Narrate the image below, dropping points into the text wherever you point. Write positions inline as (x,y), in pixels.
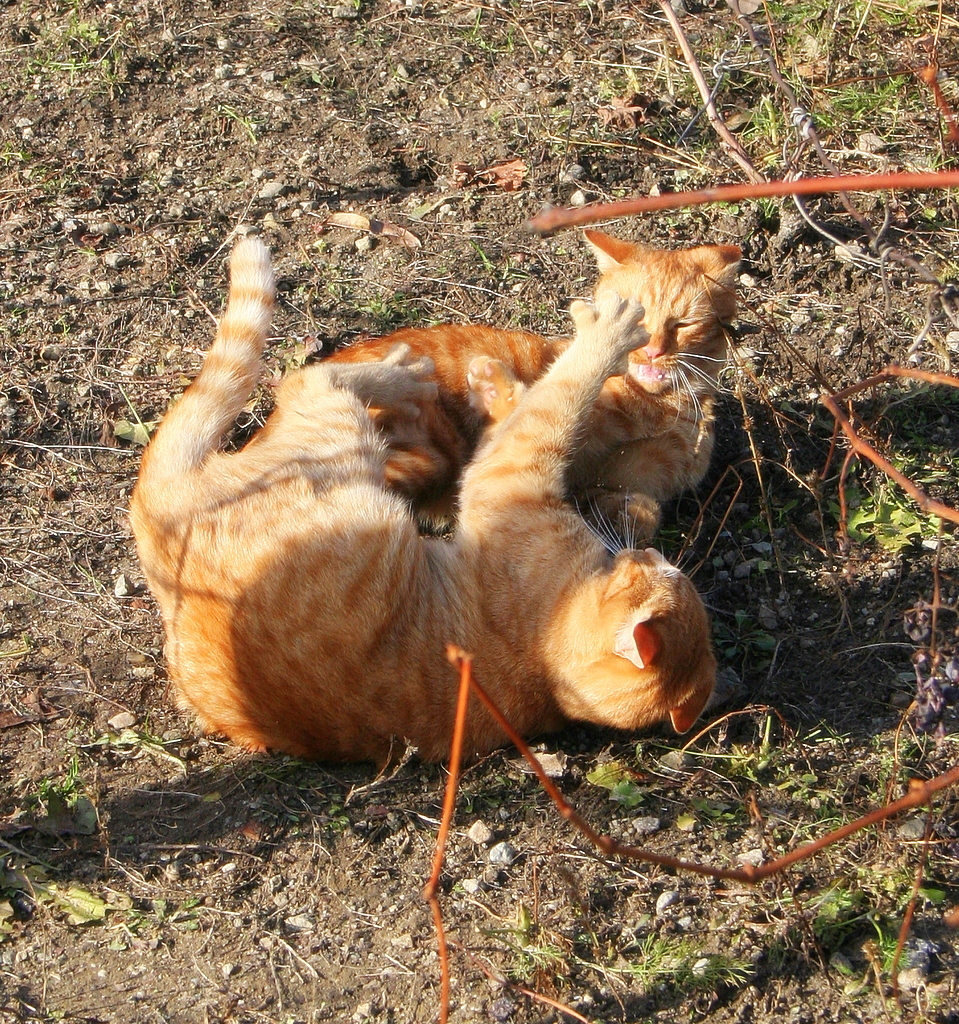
In this image I can see two cats (338,424) laying on the ground (748,539), they are in brown and cream color. Background (860,101) I can see grass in green color.
